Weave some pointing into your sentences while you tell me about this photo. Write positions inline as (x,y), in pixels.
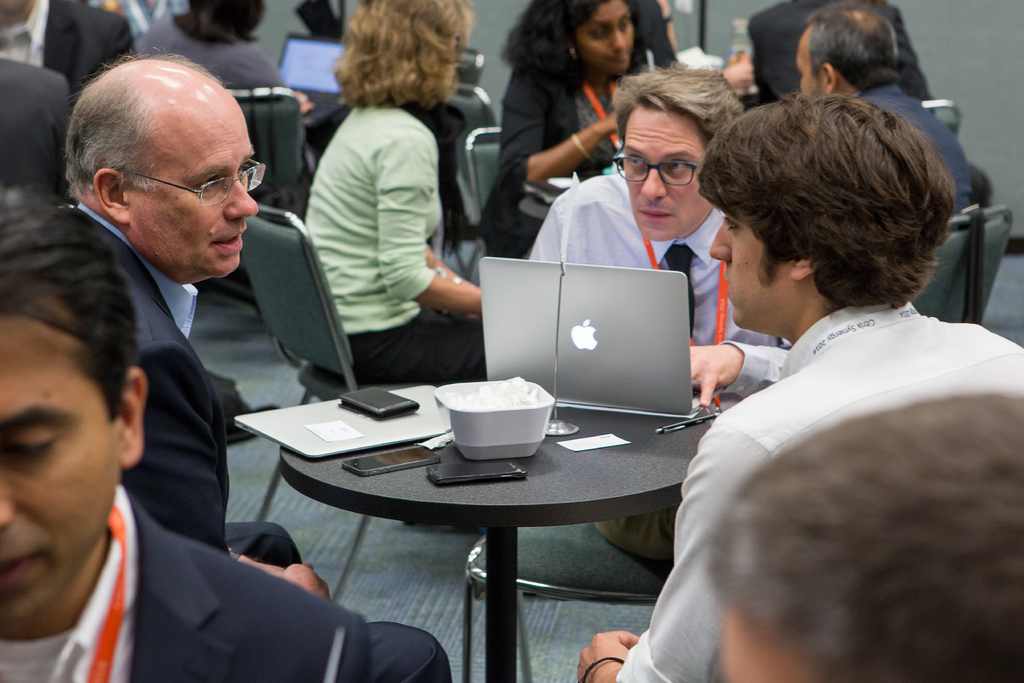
People (250,44) are sitting in groups (521,33) at tables (589,479). Three men (388,629) are sitting at a table (601,476). There is a laptop (526,319), two mobile phones (378,465) and a file (347,419) on the table (551,490).
